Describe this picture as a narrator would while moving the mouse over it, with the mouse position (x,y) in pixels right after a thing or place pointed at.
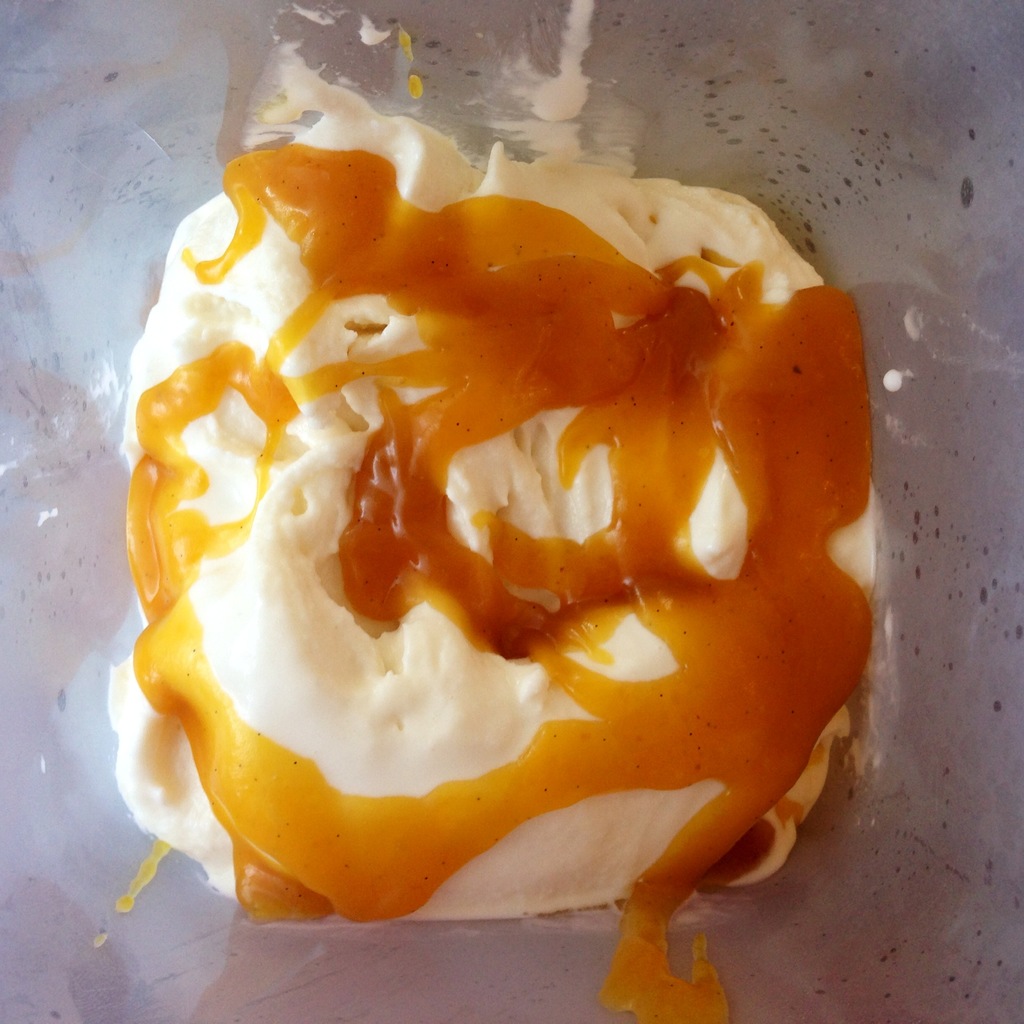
In this picture it looks like a mixture (272,455) of cream (275,635) and honey (374,610) kept in a plastic container (28,762).
